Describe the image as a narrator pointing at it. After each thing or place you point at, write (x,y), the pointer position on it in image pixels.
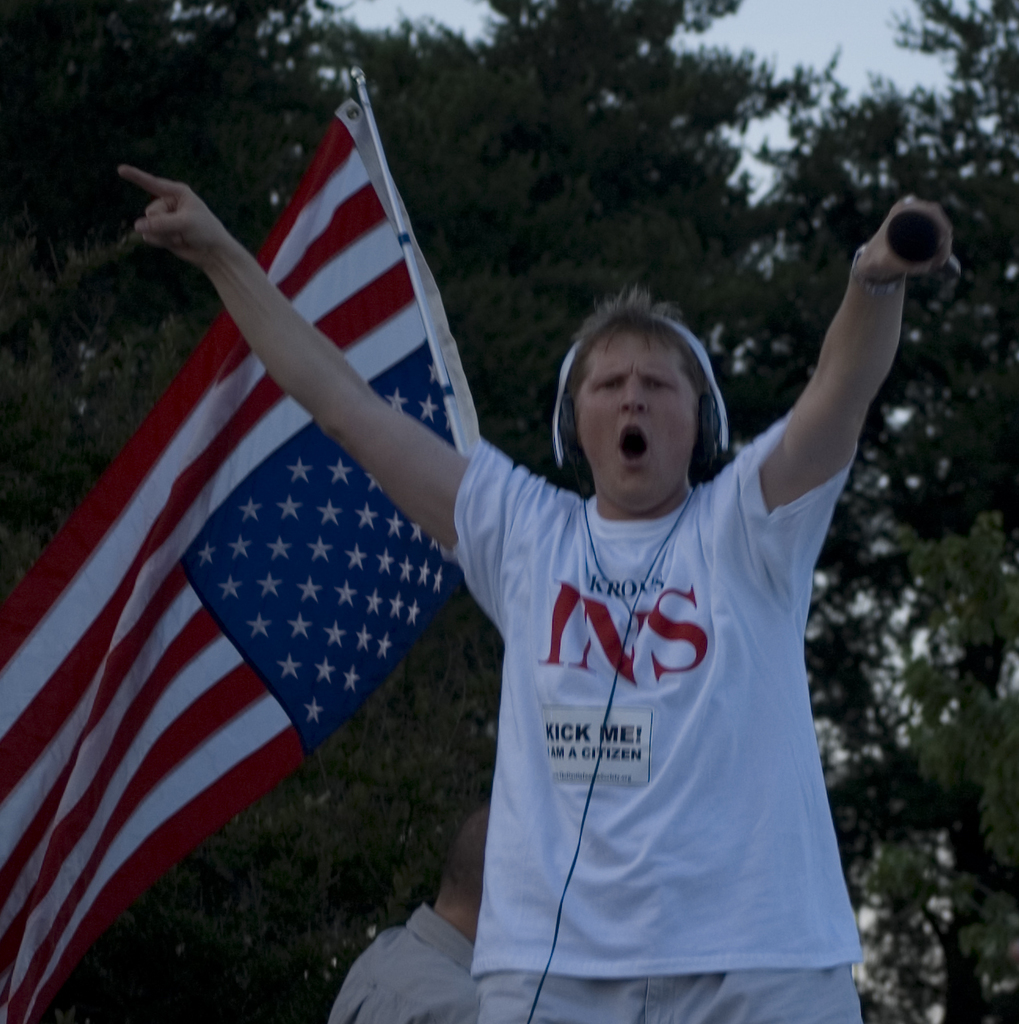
The man (712,777) in white T-shirt (587,684) is holding a microphone (911,253) in his hand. He is either shouting or talking. He is wearing a headset (569,465). Beside him, we see a flag (361,500) in red, white and blue color. Behind him, we see a man (410,975) in grey shirt (410,975) is standing. There are trees (338,975) in the background (129,230).
